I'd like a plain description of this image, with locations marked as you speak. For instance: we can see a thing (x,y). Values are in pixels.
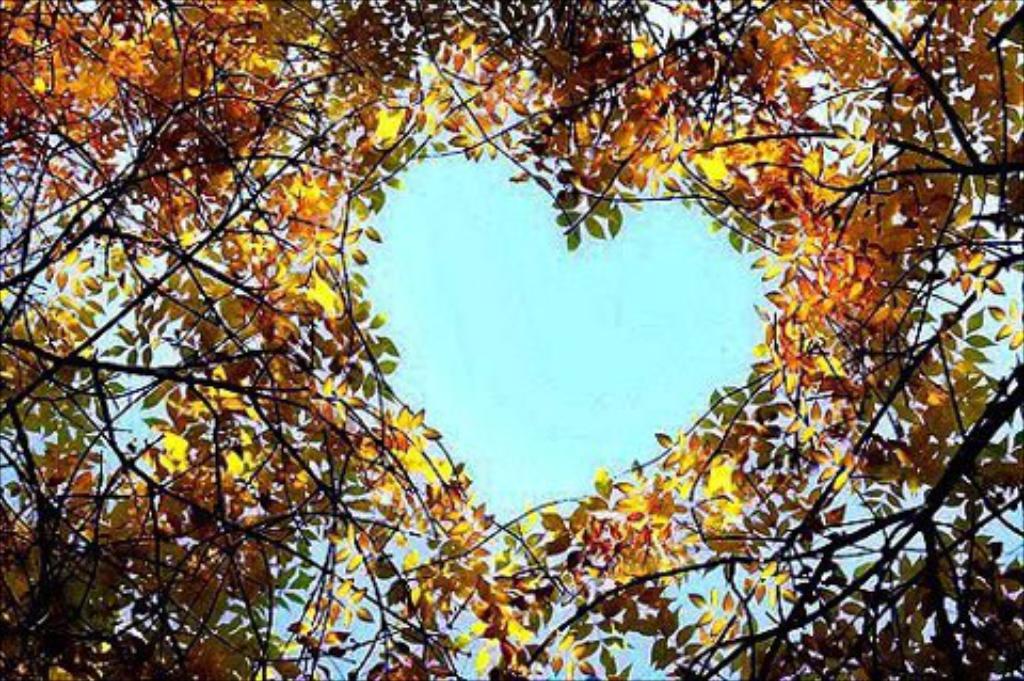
In the picture we can see a plant (580,525) with twigs (593,608) in a group and made a clean heart shape (567,496) in the middle of it and from it we can see a sky (613,391).
